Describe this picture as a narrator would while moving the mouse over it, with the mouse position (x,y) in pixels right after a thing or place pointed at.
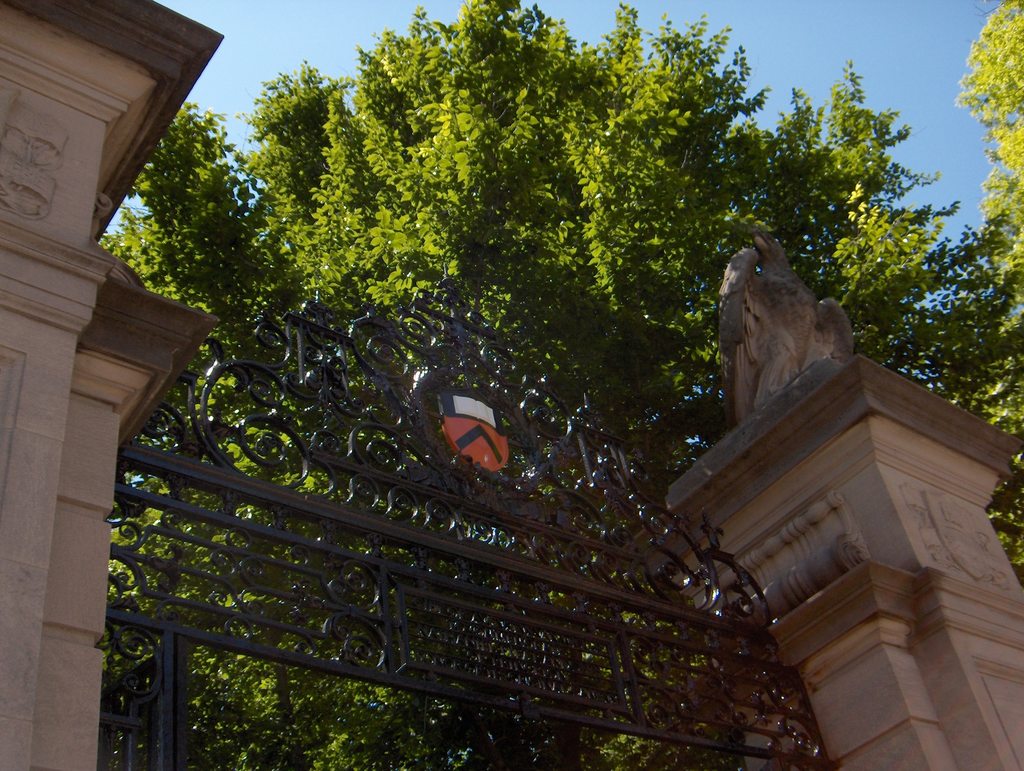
In this picture we can see an object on an iron gate (455,603). On the left (82,266) and right side of the image (825,664), those are looking like pillars (852,607). Behind the gate (398,489), there are trees (443,324). At the top of the image (611,28), there is the sky (855,56).
